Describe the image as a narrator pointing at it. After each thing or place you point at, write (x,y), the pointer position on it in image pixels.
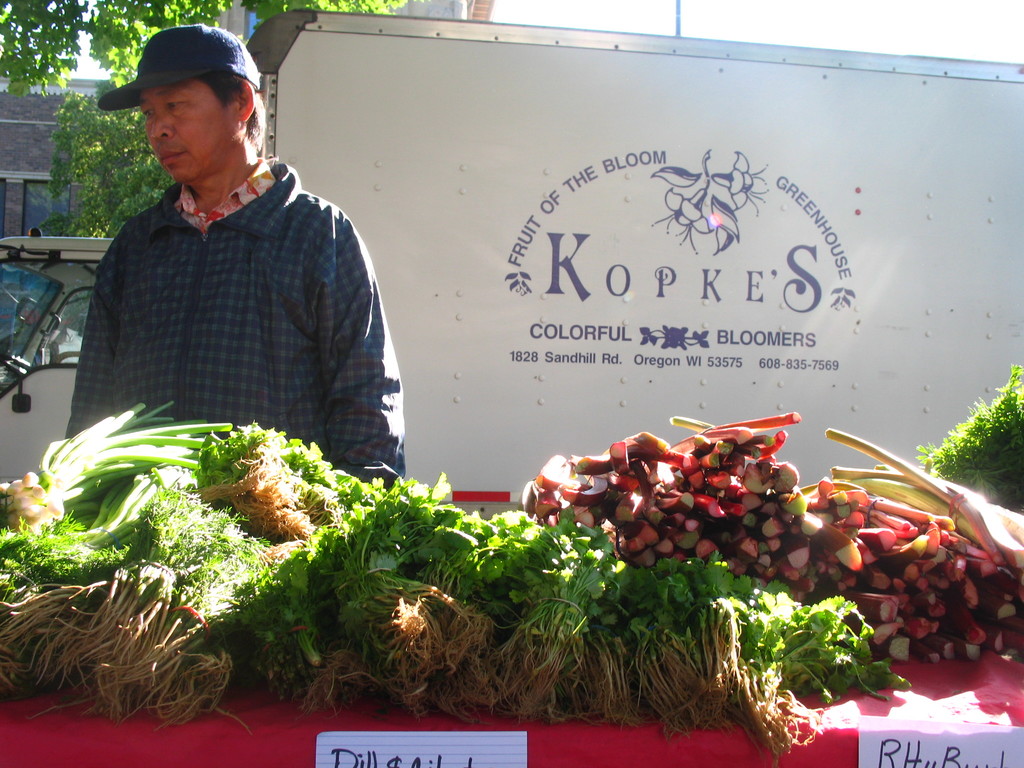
In this image there is a table (169,759), on that table (64,750) there are leafy vegetables (209,528), in the background (140,264) there is a man (220,185) and a board (316,97) and a tree (82,153).
